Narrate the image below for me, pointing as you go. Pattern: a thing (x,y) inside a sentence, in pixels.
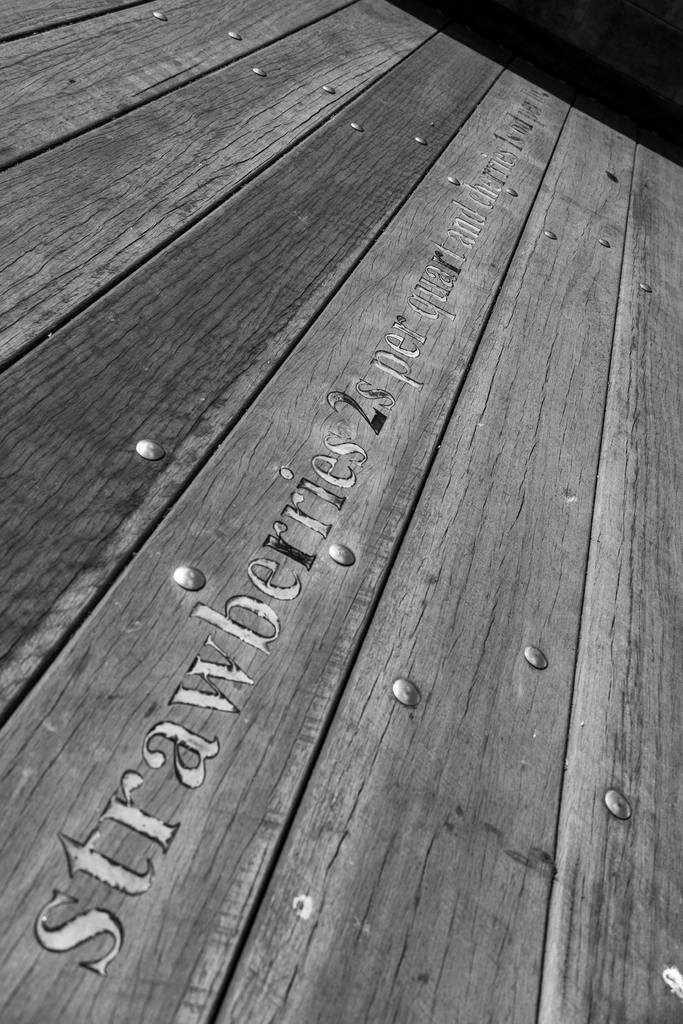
This is a black and white image. This looks like a table (174,586). There is something written on that table (326,219).
